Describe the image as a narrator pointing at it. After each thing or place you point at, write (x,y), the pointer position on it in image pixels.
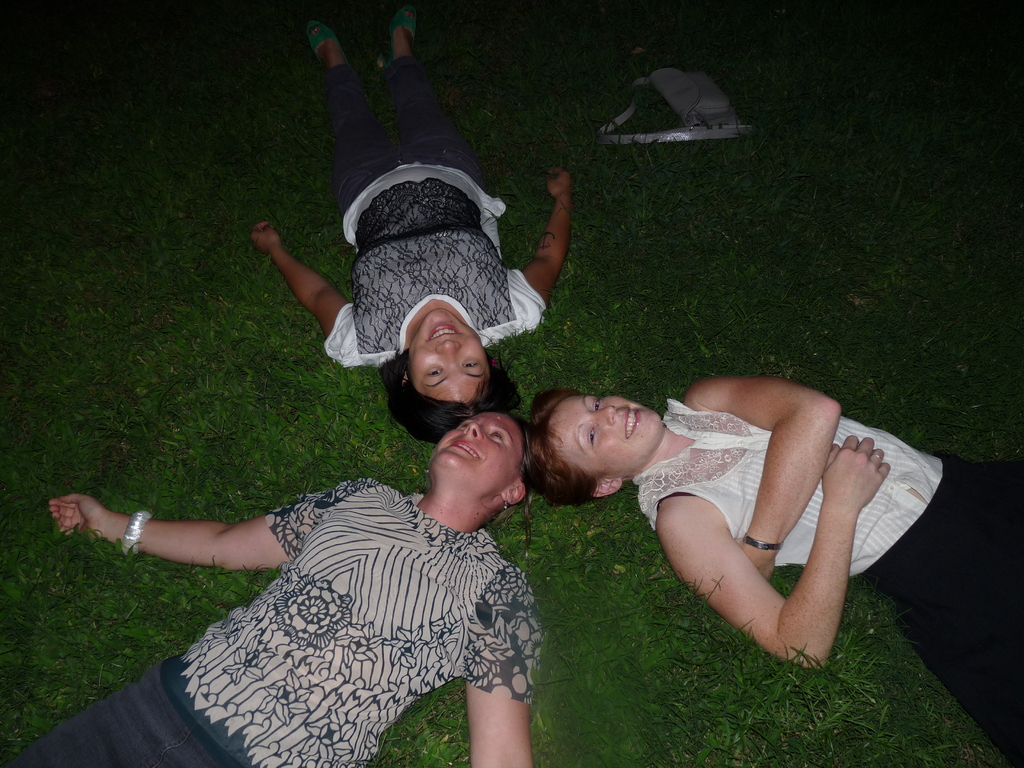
In this image, we can see three persons (361,482) lying on the grass (588,529). At the top of the image (671,134), we can see a bag (714,114) on the grass (599,111).
